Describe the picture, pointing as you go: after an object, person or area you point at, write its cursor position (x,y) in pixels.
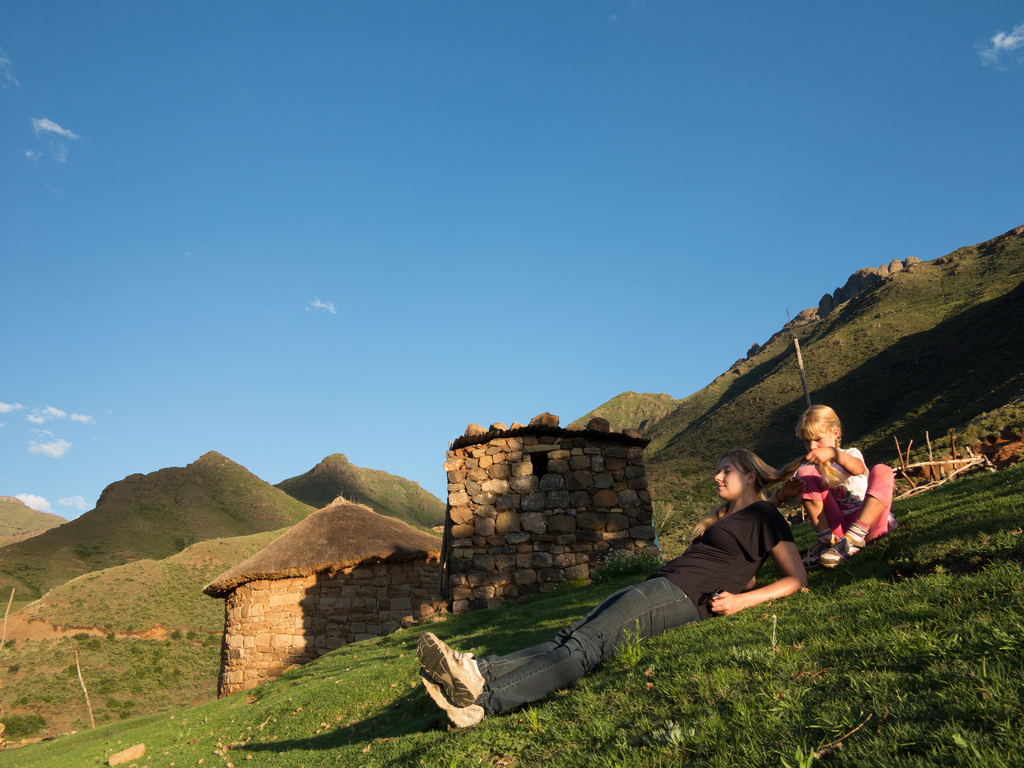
This is the woman (652,610) lying and a girl (818,528) sitting. I can see the grass (855,668). I think these are the huts (362,573). I can see the hills (344,490). This is the sky (338,237).
